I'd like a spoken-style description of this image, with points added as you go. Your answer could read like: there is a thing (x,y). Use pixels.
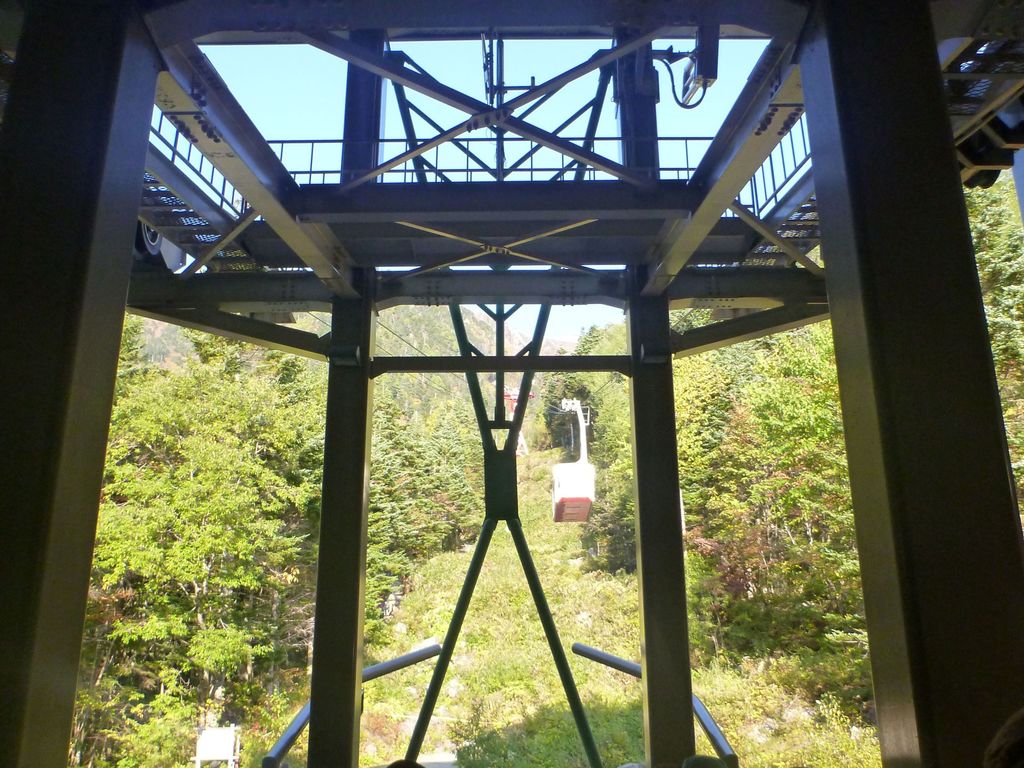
In this picture we can see trees (788,488) on the right side (788,488) and left side (159,537), at the bottom (439,615) there is grass (533,662), we can see the sky (467,53) at the top of the picture (456,46), we can see metal rods (941,628) here.
